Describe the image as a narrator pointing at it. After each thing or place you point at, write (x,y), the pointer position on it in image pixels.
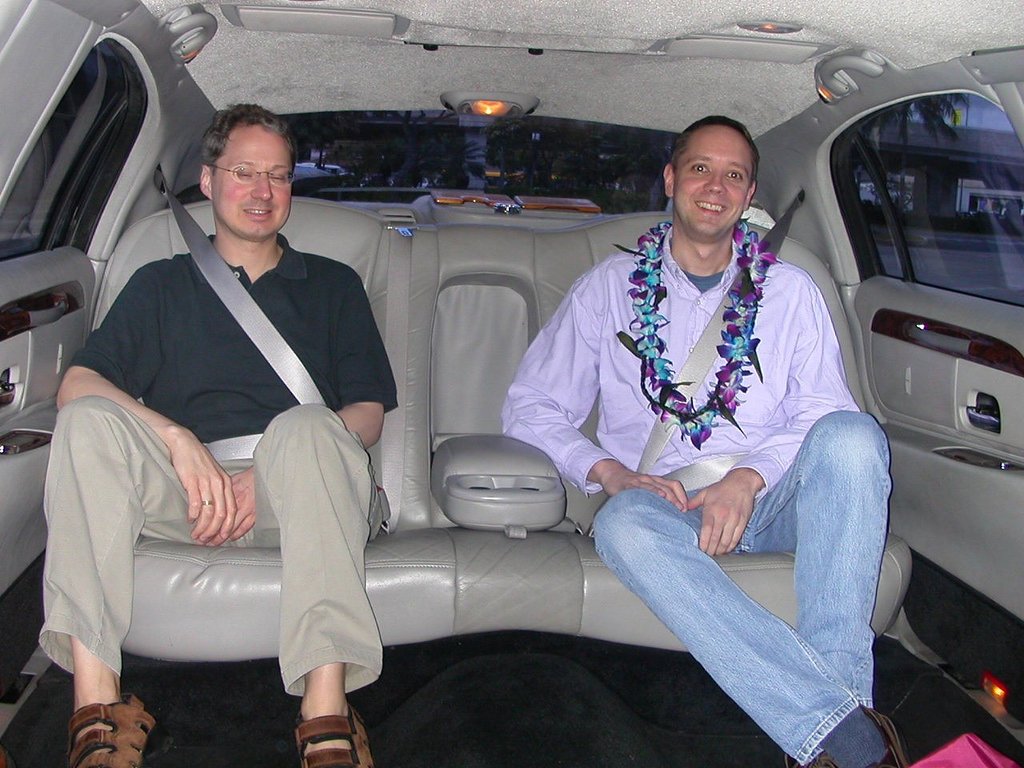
As we can see in the image there are two persons (307,334) sitting in vehicle (425,326). In the background (976,208) there are buildings (964,163) and trees (953,124). The man (230,316) sitting on the left side (217,419) is wearing black color shirt (231,339) and the man (713,189) sitting on the right side (713,383) is wearing garland (756,257).
